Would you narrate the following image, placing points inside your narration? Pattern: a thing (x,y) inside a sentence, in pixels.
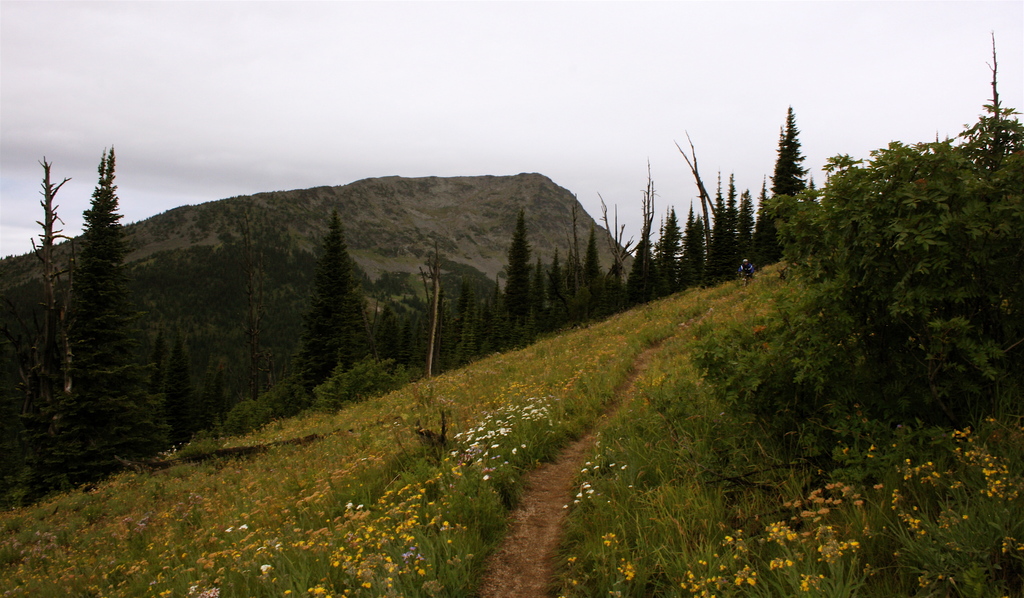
This picture might be taken outside of the city. In this image, on the right side (938,259), we can see some trees (959,236) and plants (980,392) with some flowers (733,557), we can also see a person (750,270) on the right side (748,283). On the left side (293,538), we can also see some plants (451,439) with flowers (468,432), trees (404,337). In the background (373,252), there are some rocks (570,235). On the top (725,136), we can see a sky (707,182) which is cloudy.
